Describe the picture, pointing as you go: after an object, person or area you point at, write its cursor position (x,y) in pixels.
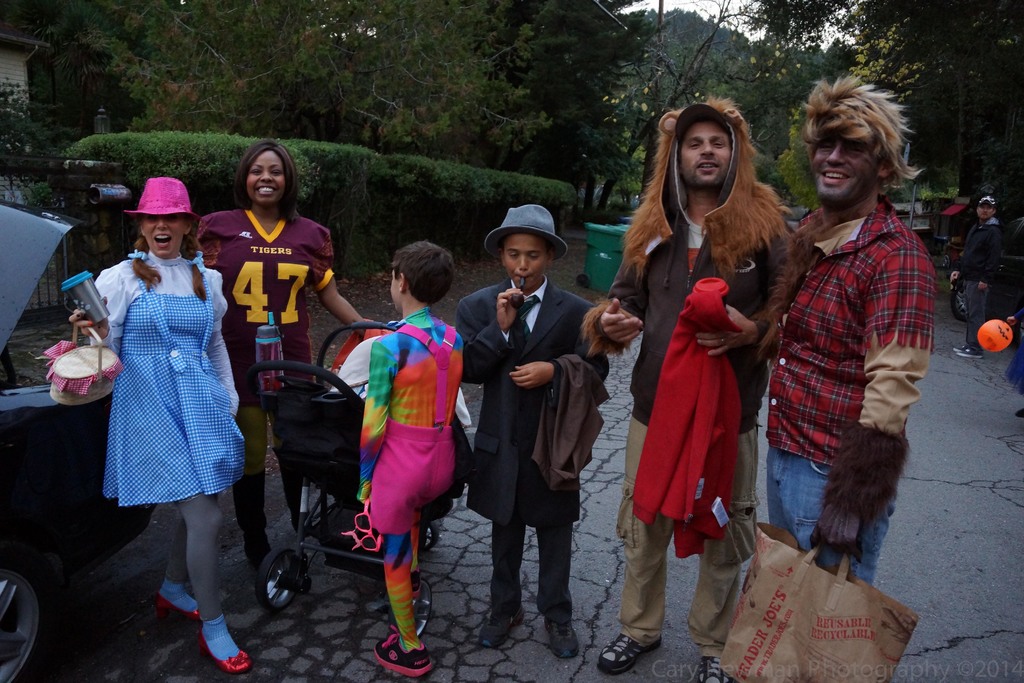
In this picture I can observe some people (220,279) standing on the floor (479,606). There are men (633,621), women (116,285) and children (475,378). I can observe a stroller (307,427) on the left side (323,422) and a car (43,434) on the road (76,600). In the background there are some trees (419,143) and plants (369,175).
